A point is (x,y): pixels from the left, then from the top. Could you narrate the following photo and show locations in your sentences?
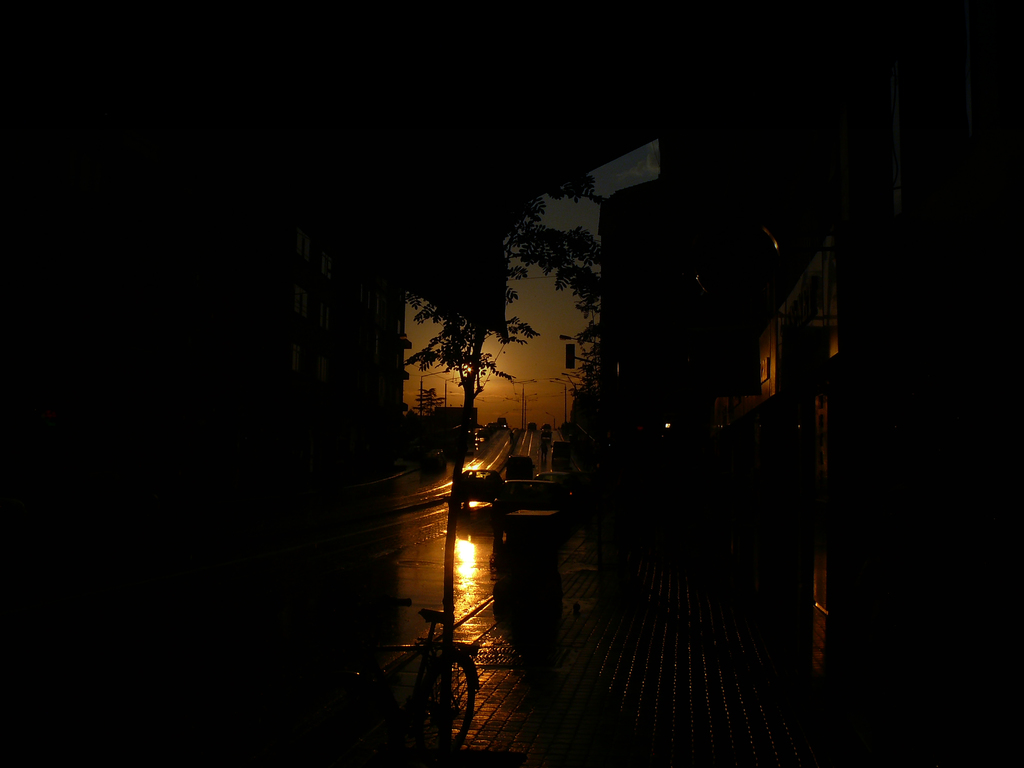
In this image we can see the vehicles (488,485) on the road (430,551). And we can see a bicycle (419,689). And we can see the buildings (630,209). And we can see the trees (567,236). And the given image is dark.
